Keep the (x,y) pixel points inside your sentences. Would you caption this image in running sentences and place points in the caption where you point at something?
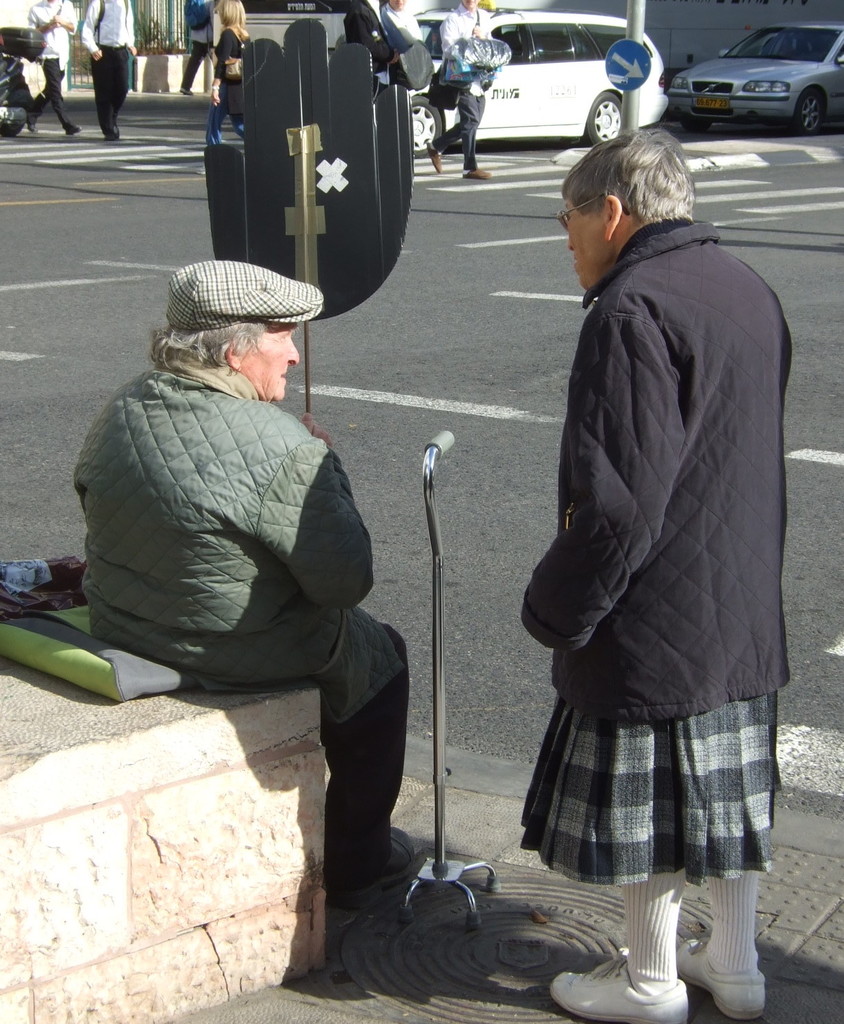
In this picture there are two old women (249,357) in the center of the image (304,603) and there is a walking stick (432,466) in the center of the image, there are people (107,27), cars (583,49), and a pole (626,118) at the top side of the image (42,41), there is a hand board (266,93) in the image.
